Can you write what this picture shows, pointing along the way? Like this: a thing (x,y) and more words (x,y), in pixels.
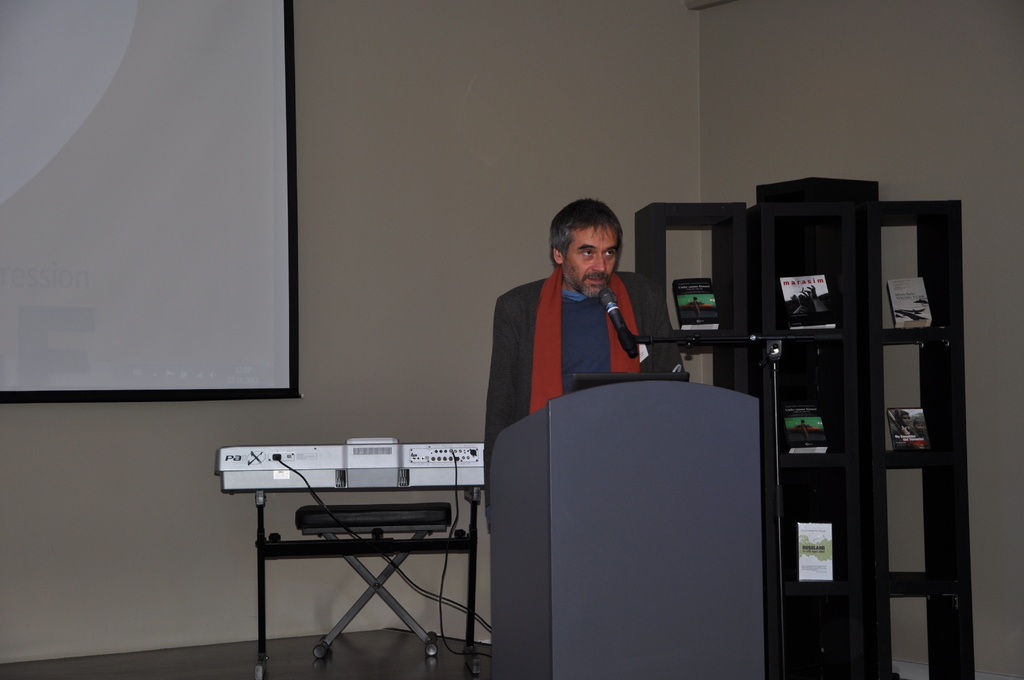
This image is taken in indoors. In the middle of the image (637,365) a man (659,332) is standing behind the podium (612,530) and talking in the mic (608,309). In the right side of the image (824,310) there is a cupboard (842,222) with few things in it. In the background (383,280) there is a wall (552,2) with projector screen (173,195) on it and there is a keyboard (367,477) at the back of the person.
